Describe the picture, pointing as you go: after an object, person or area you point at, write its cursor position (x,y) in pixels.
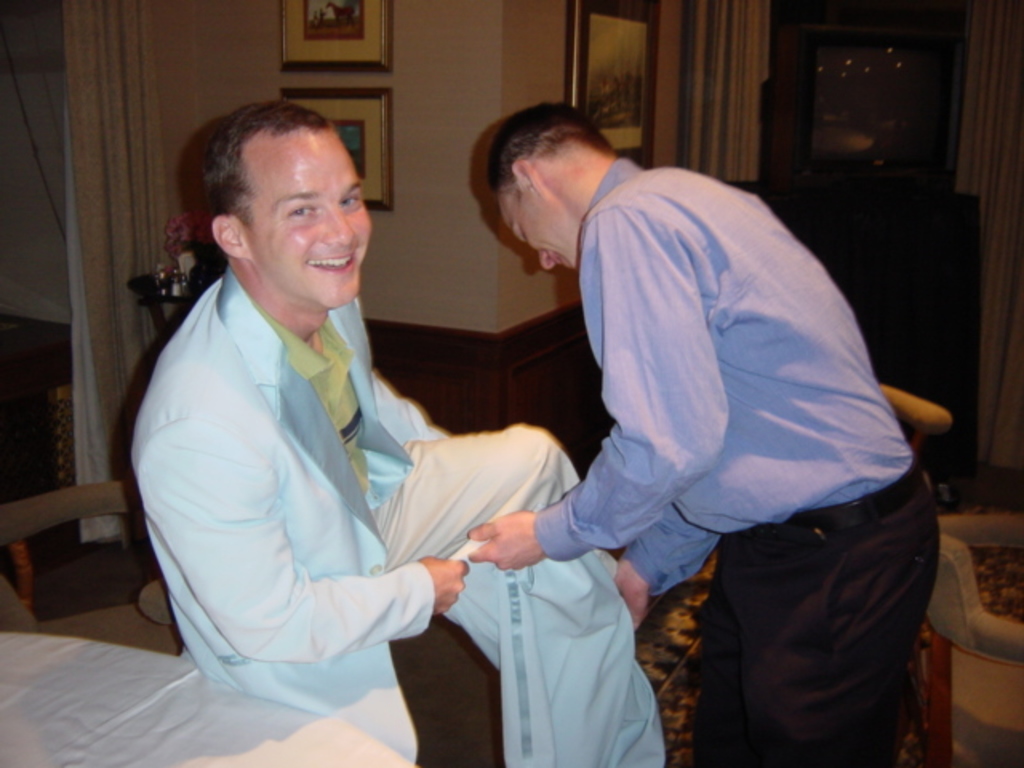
In this image we can see two persons (519,434). There are few chairs (99,509) in the image. There few photos (608,59) on the wall (416,98). There are two curtains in the image. There is a table (183,716) at the left side of the image (169,719). There are flowers (185,245) and a vase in the image. There is a television (891,119) at the right side of the image (891,119).
